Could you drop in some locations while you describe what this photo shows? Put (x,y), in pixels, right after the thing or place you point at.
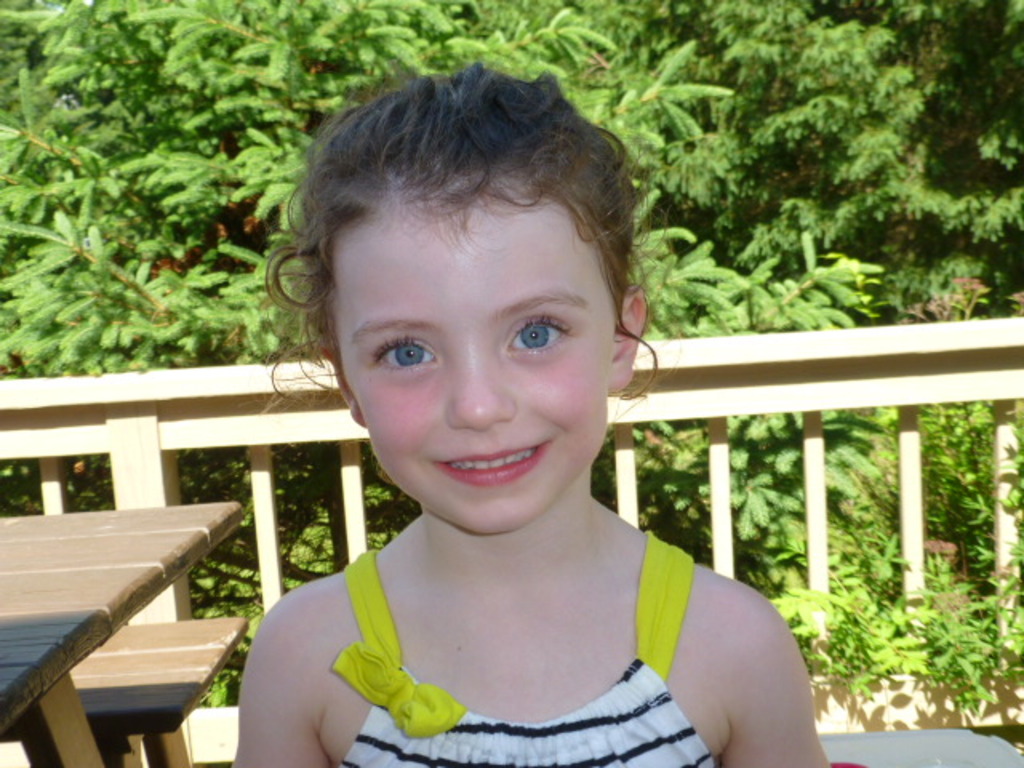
In this image there is a kid (540,601) wearing white color dress (549,730) looking at the camera and at the background (62,305) there are trees (801,271) and fencing (191,426).
